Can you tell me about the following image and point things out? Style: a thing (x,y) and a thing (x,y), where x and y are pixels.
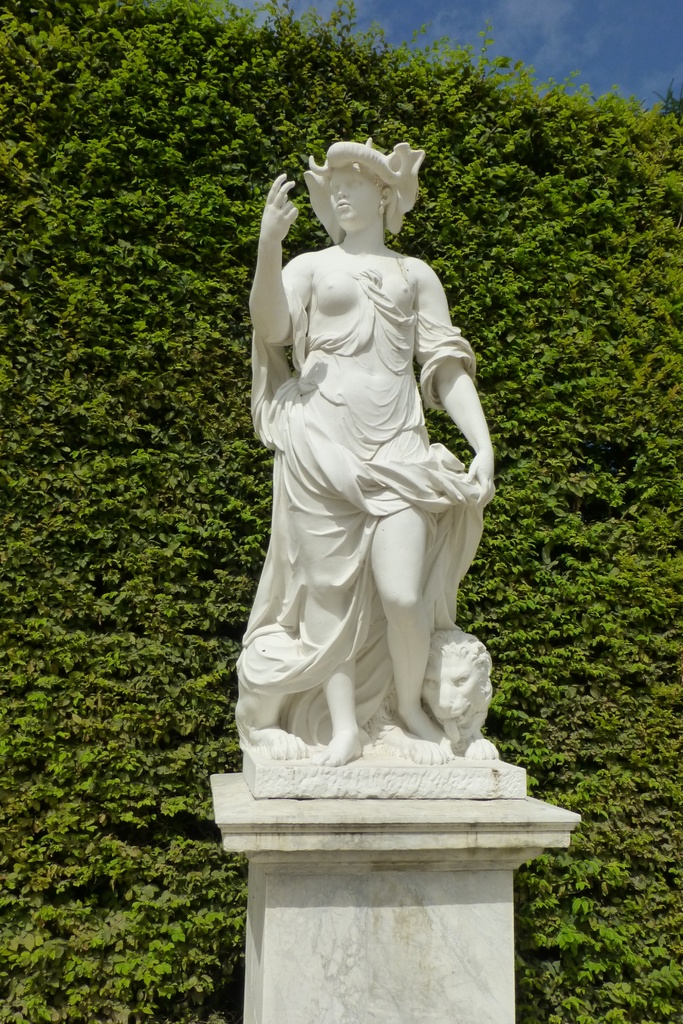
In this image there is a sculpture (380,597) on a pillar (417,939). There is a woman (385,456) standing. Beside the woman (412,676) there is an animal (470,688). Behind the sculpture (403,678) there are hedges (490,158). At the top (518,34) there is the sky (572,29).
